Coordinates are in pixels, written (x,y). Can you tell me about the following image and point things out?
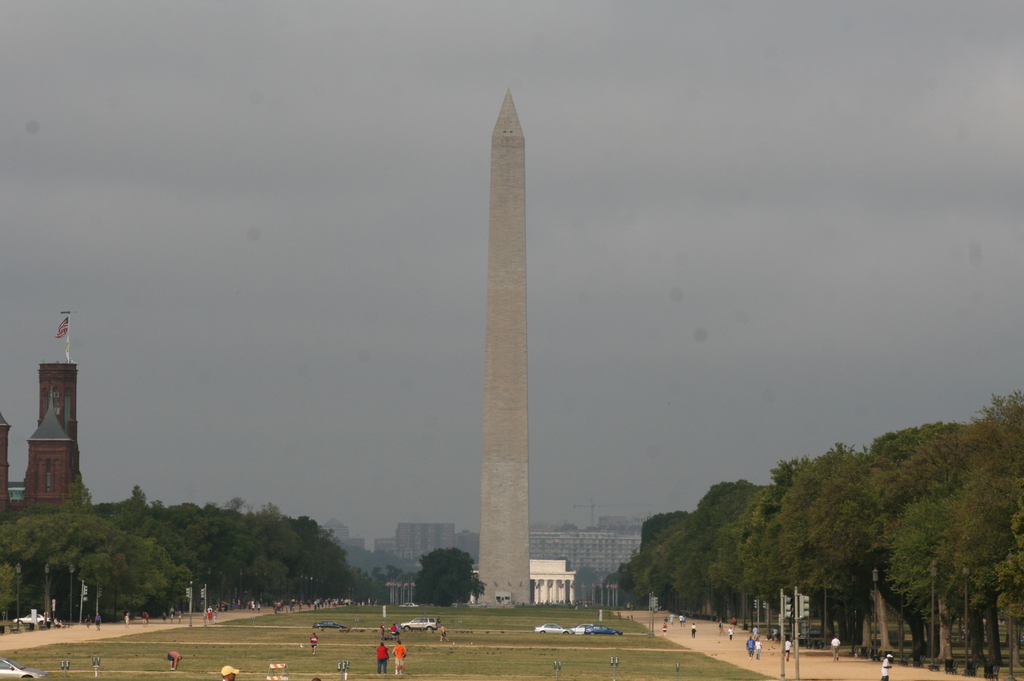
In the foreground of this picture (460,643), there is a grass (410,661), persons (401,649), vehicles (547,624), poles (190,605) on the ground (198,668). On the right (750,642) and left there are trees (271,589), persons (90,619) moving on the path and a flag (66,330) to a building (75,434) on the left side (45,391). In the background (562,541), there are buildings (536,538), a tower (519,282) and the sky (608,132).
